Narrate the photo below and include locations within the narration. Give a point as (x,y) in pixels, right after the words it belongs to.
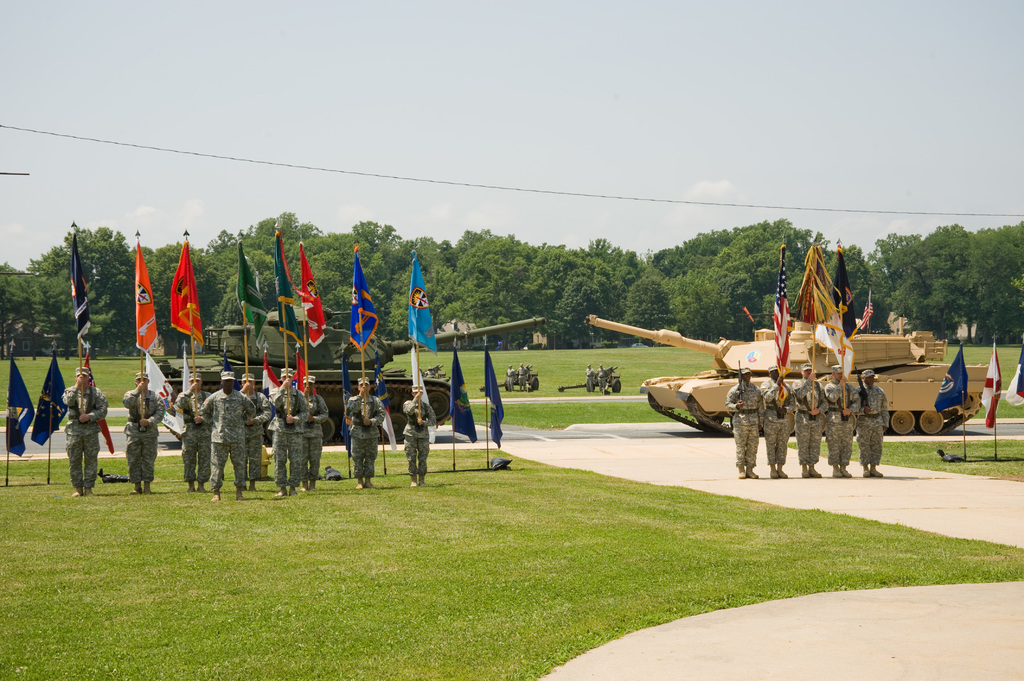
In this image there are soldiers (283,460) holding flags (108,443) in their hands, standing in a ground (704,525), in the background (886,372) there are two machines (908,372) and there are trees (604,292) and a sky (659,97).
